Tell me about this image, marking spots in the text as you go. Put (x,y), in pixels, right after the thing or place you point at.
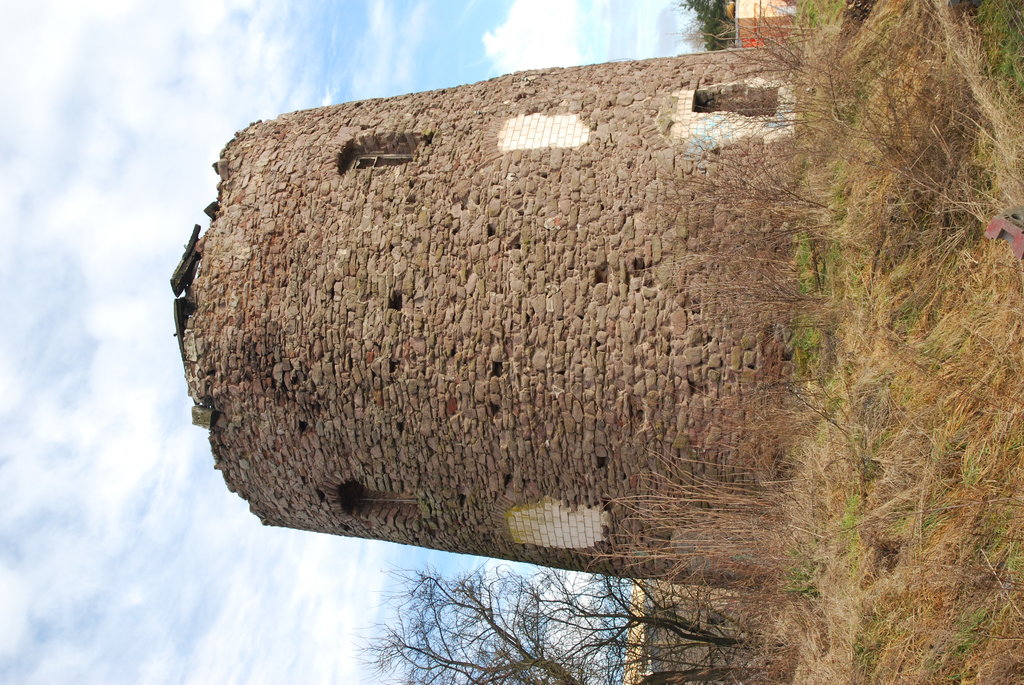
This image consists of a wall (496,383) along with windows (391,503). It is made up of bricks (526,455). At the bottom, there is grass (917,537) on the ground (763,684). At the top (231,119), there are clouds (260,31) in the sky (210,126).
